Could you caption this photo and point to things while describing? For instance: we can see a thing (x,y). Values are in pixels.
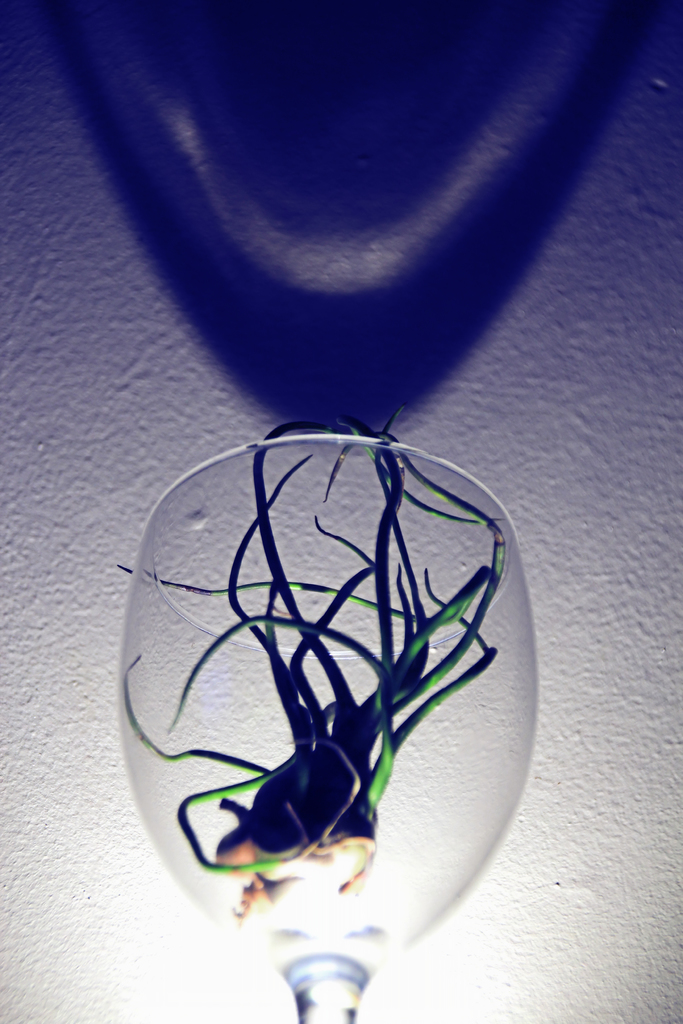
In this image there is a wine glass (330,979). In the glass (337,985) there is a plant (306,766). Behind the glass (336,775) there is a wall (385,282). There is a shadow (288,317) of the glass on the wall (322,243).
